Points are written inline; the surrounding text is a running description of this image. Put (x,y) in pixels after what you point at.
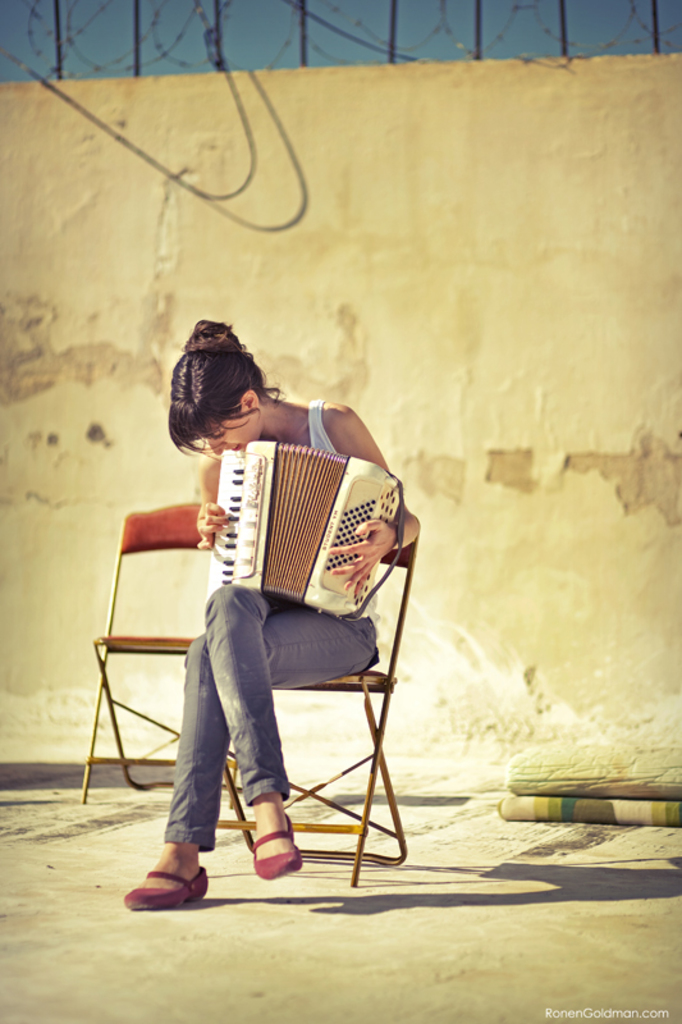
In the center of the image (241,663) a lady (287,664) is sitting on a chair (362,677) and playing accordion (332,613). In the background of the image (75,306) we can see the wall (365,263). At the top of the image (307,15) we can see the grilles (331,53). In the middle of the image (387,558) we can see the chairs (378,739) and some objects (607,774). At the bottom of the image (404,953) we can see the floor (434,939). In the bottom right corner (620,1019) we can see some text (642,1017).
